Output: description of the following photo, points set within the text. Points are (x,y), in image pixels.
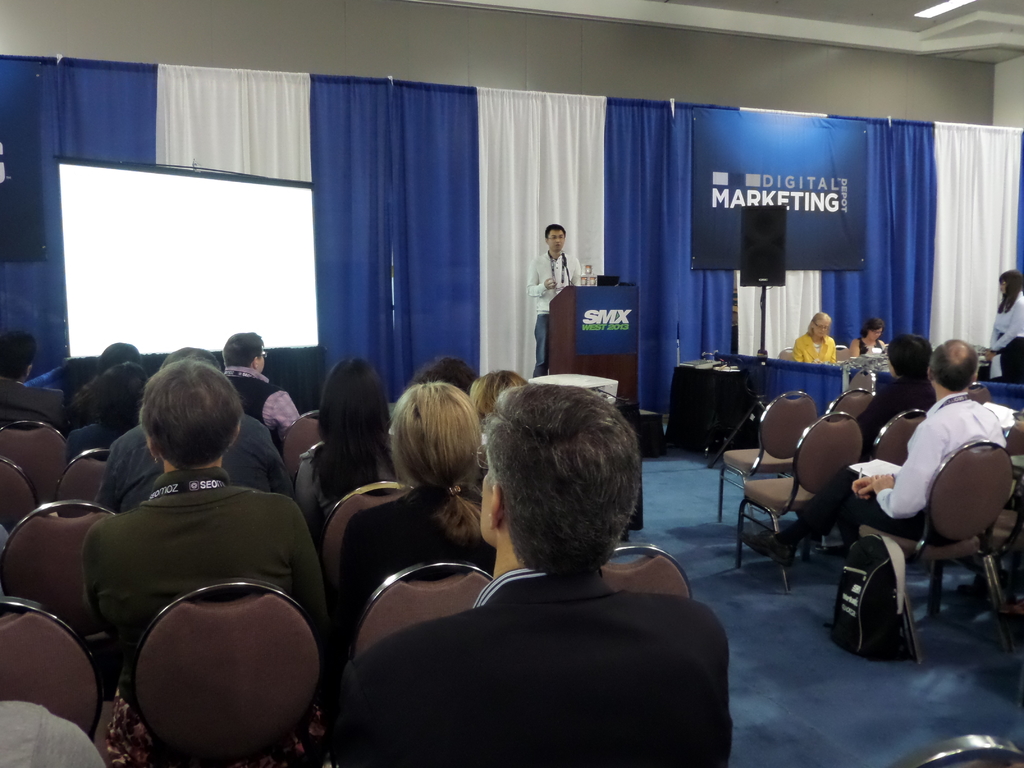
It seems to be the image is inside of conference hall (542,375). In the image there is a man (568,263) standing in front of a podium (610,297), on podium (561,293) there is a laptop (618,284). On right side (723,211) there is a speaker (754,255), hoardings (809,200) on left side (258,264) there is a screen (280,280). In middle (608,388) there is a projector (597,381) on table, in background (535,218) there is a curtain (450,193) of blue and white color.
